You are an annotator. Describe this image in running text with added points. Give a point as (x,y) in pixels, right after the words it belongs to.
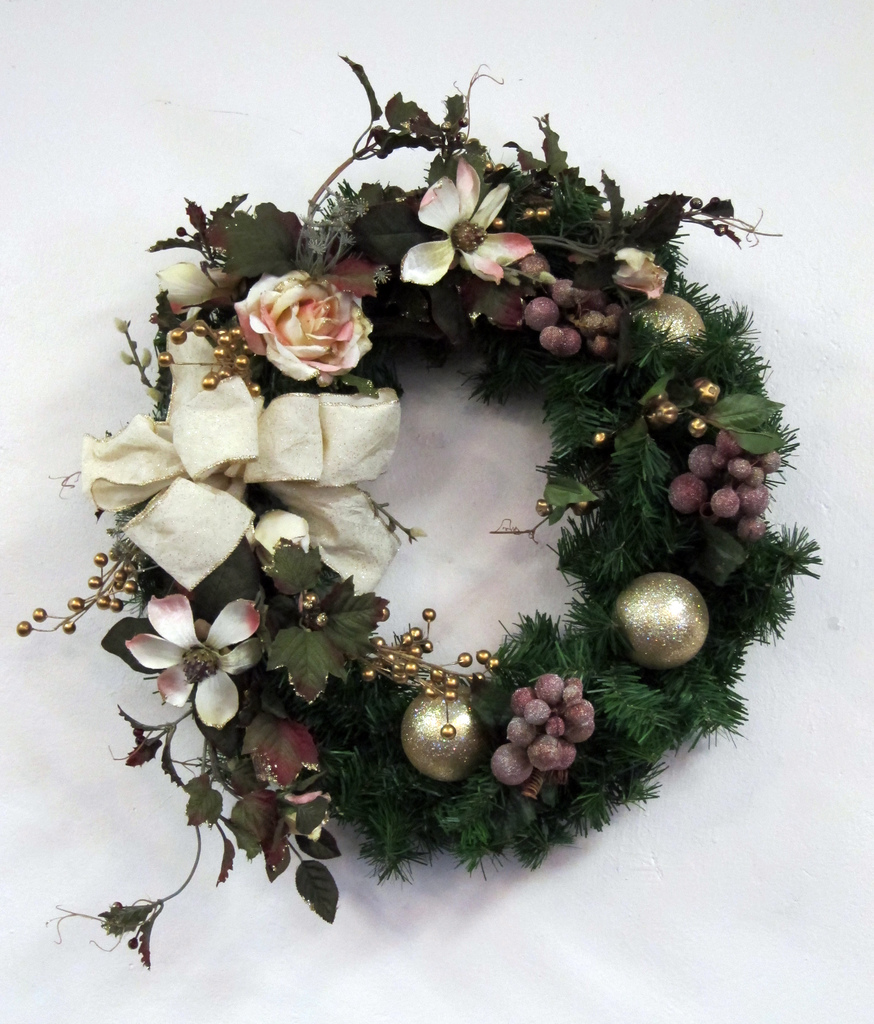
In this picture I can see a wreath (420,534) on an object (91,88).
